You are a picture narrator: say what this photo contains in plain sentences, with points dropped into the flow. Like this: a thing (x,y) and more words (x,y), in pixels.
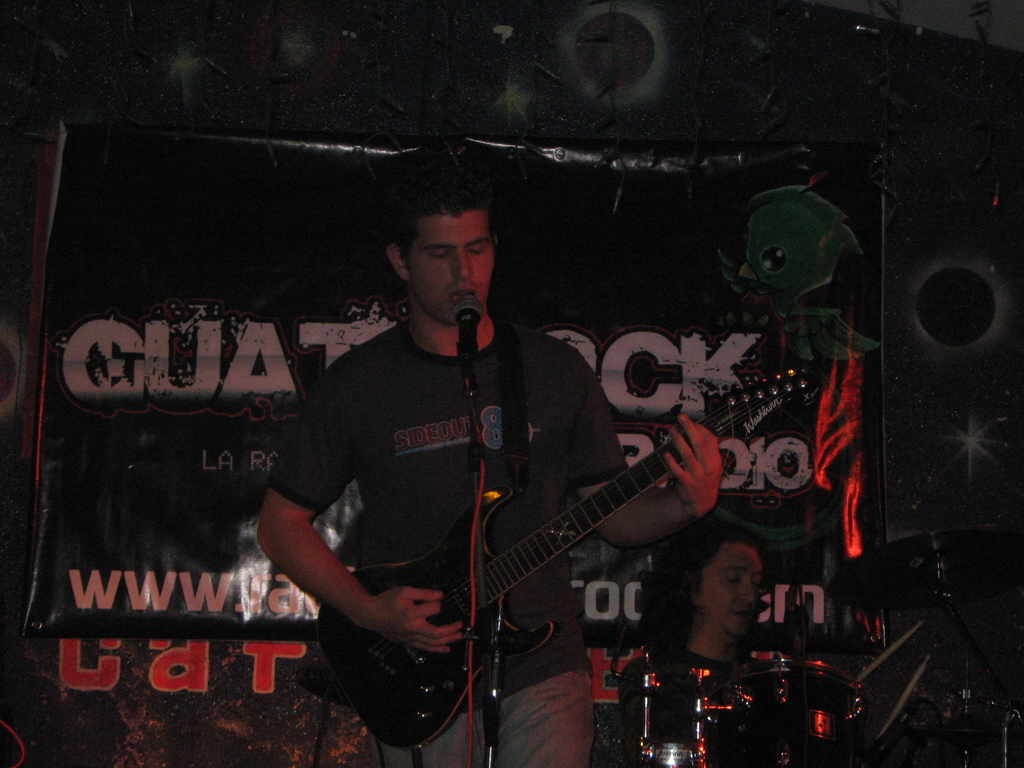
In this image I can see a man (358,402) is standing and holding a guitar (664,444). I can also see a mic (469,330) in front of him.
